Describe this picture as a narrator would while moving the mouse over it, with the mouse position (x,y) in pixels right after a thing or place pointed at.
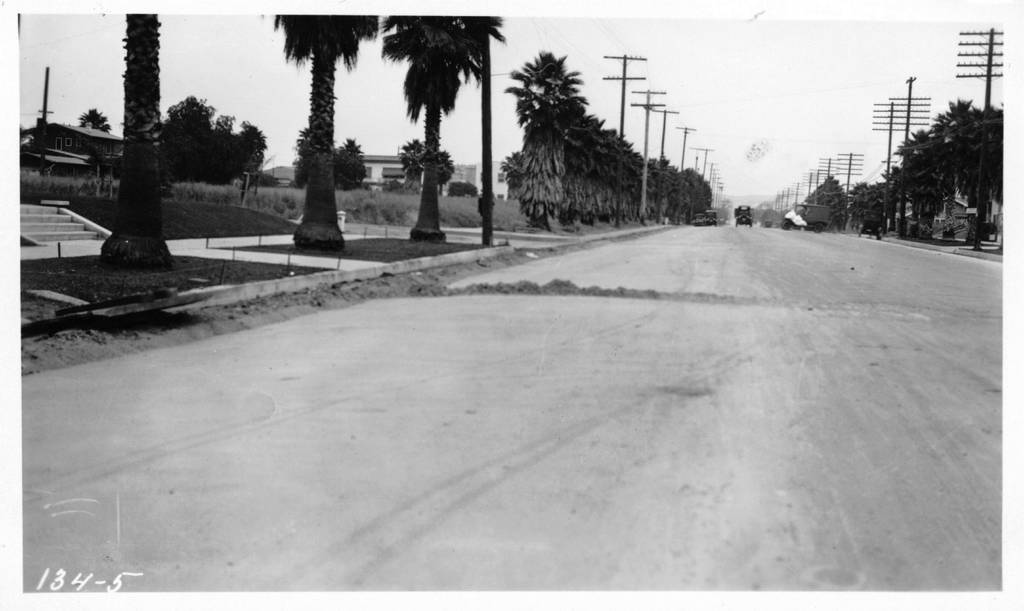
This is a black and white picture. I can see vehicles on the road (697,277), there are poles (976,222), there are buildings (990,212), there are plants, trees (466,47), and in the background (849,55) there is the sky (966,71) and there is a watermark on the image.
